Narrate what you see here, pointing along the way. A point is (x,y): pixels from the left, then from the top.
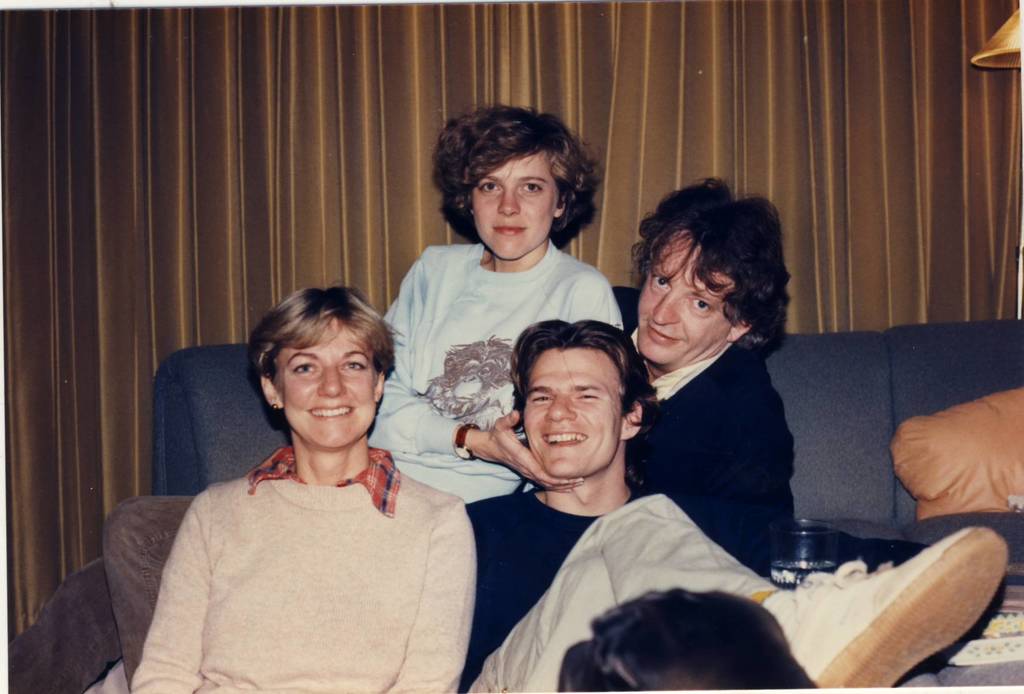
In the foreground (366,345) I can see four persons (454,456) are sitting on a sofa (876,449), cushions (899,438), glass (786,525) and so on. In the background (916,308) I can see curtains (735,134) and a lamp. This image is taken may be in a hall (860,353).
